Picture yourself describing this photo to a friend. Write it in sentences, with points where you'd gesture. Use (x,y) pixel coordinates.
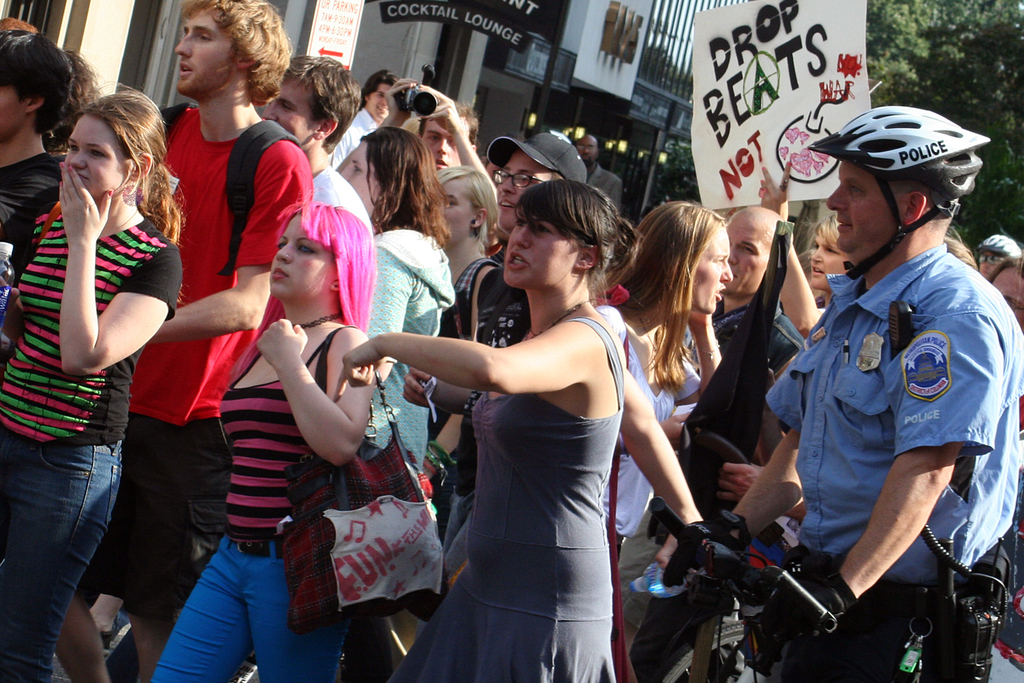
This picture is clicked in the city. There are many people (357,177) walking on the road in this picture. In the middle of the picture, we see a man (446,117) holding camera (433,102) in his hand (391,105). On the right corner of this picture (888,359), we see a police (904,356) wearing helmet (906,160) is holding bicycle (745,557). Behind him, we see woman (784,200) carrying board (764,108) in her hands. Behind her, we see tree (890,72) and beside her, we see a building (656,61) and a board (498,22) on which Cocktail lounge is written on it.
